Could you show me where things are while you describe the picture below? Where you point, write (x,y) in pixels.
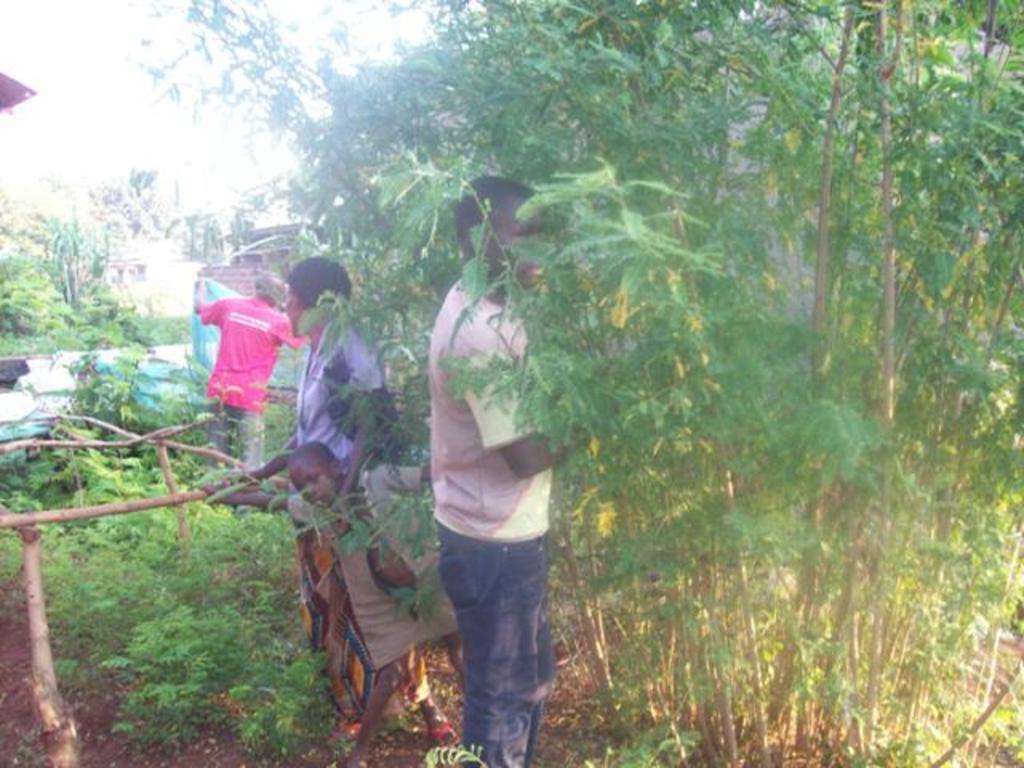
There are four people (304,444) standing in the middle of this image (394,413) and there are trees (133,330) in the background (403,408). The sky (95,87) is at the top of this image (283,60).
